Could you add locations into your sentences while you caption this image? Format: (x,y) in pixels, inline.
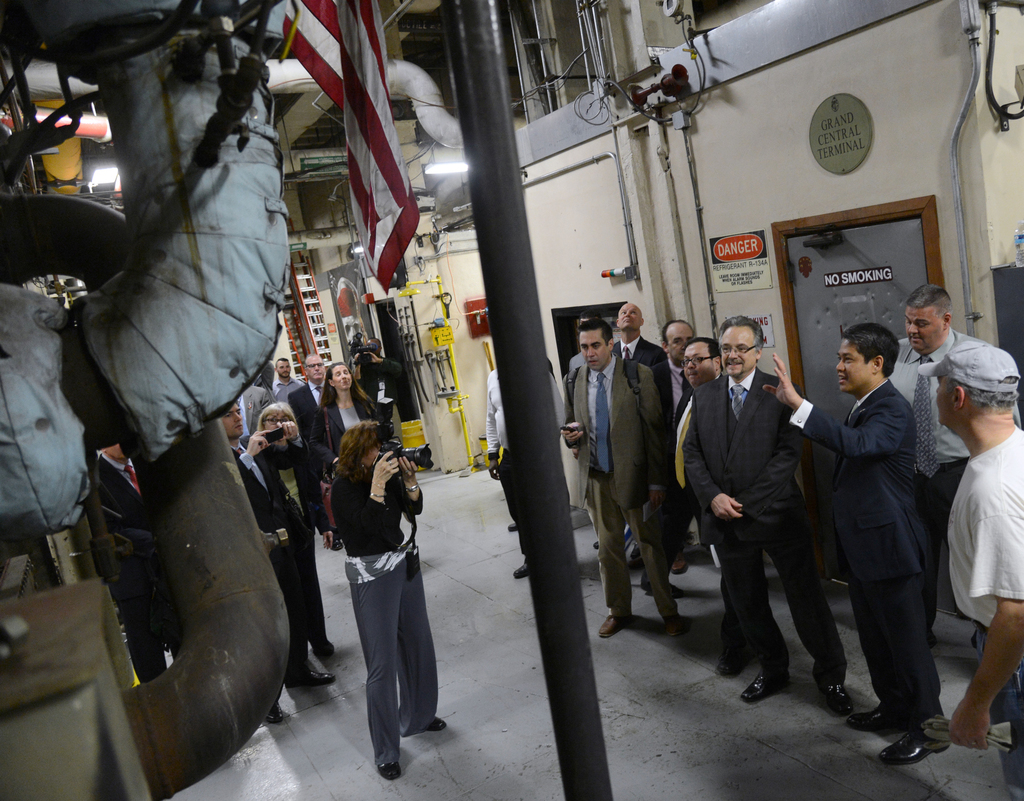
In this picture I can see group of people (954,422) standing, there are two persons (416,601) holding cameras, there is a flag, there are pipes (269,278), boards (355,307), lights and some other objects (48,781).
